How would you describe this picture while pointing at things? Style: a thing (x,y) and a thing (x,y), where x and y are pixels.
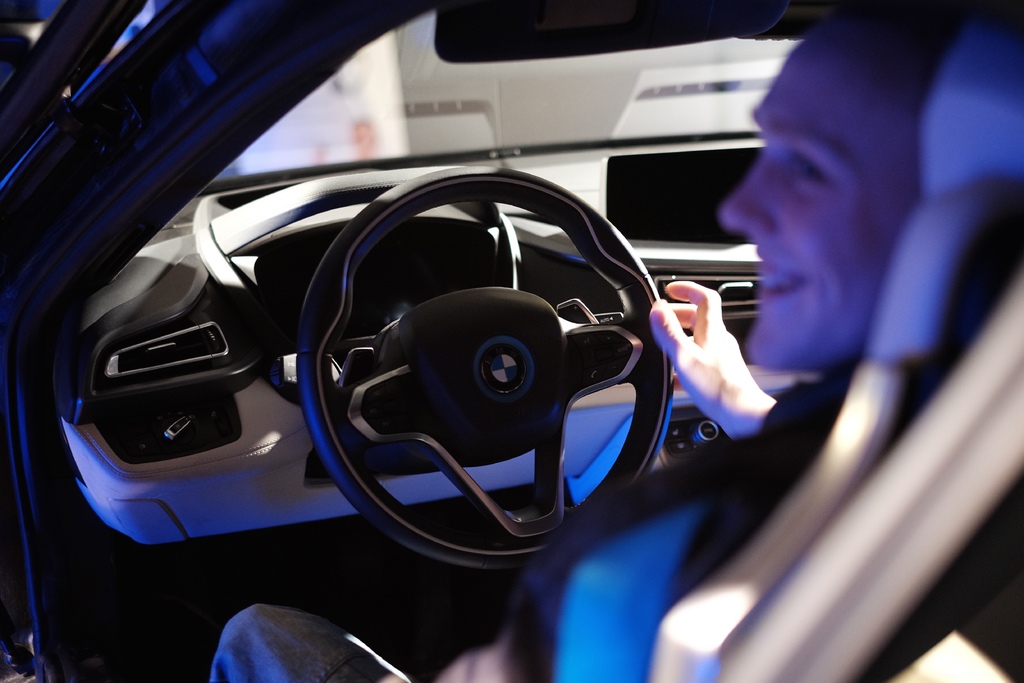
In this picture we can see one person (585,515) is sitting in the car (533,435) and smiling.
